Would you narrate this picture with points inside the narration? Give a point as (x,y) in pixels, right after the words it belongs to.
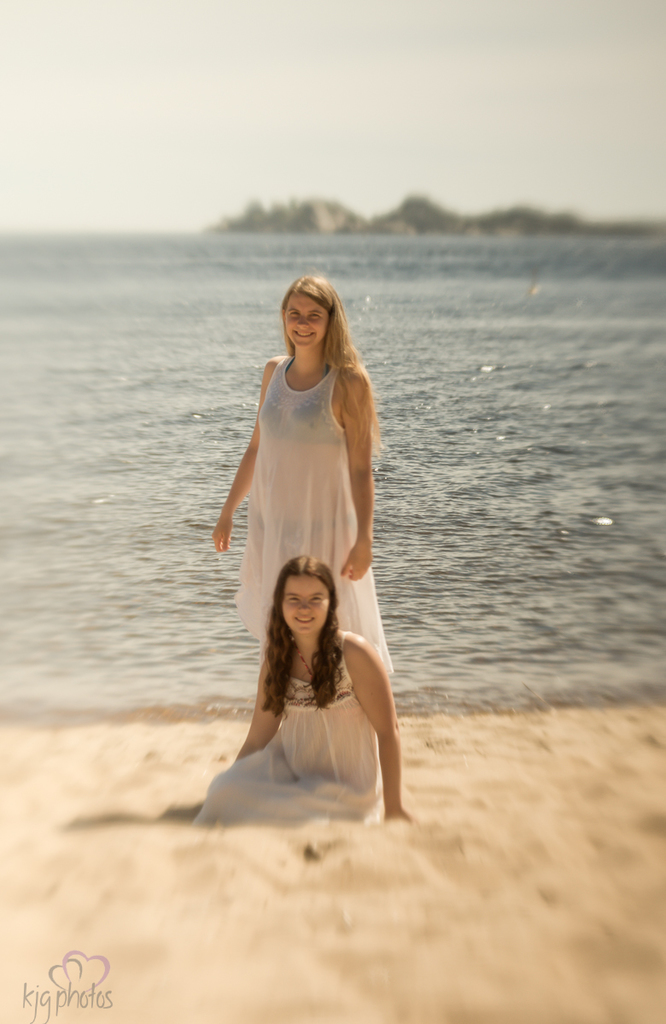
As we can see in the image there is water (500,385), sand (432,847) and two women (339,603) wearing white color dresses (299,552). At the top (278,21) there is sky (278,21).
